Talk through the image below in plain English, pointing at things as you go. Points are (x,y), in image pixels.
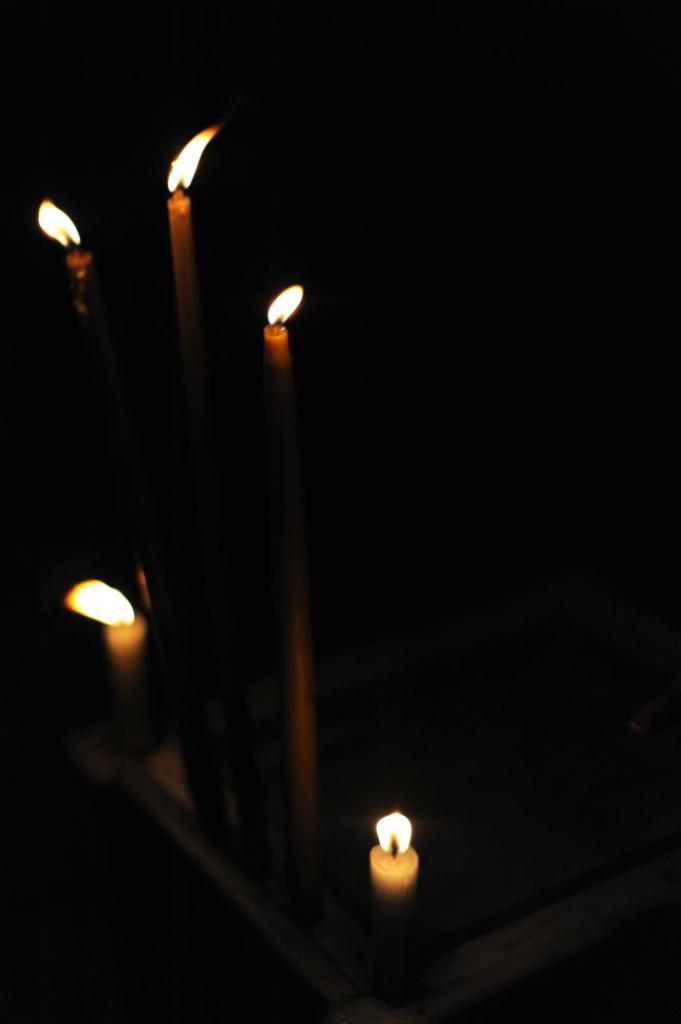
In this image I can see few candles (313,851) in the dark.
